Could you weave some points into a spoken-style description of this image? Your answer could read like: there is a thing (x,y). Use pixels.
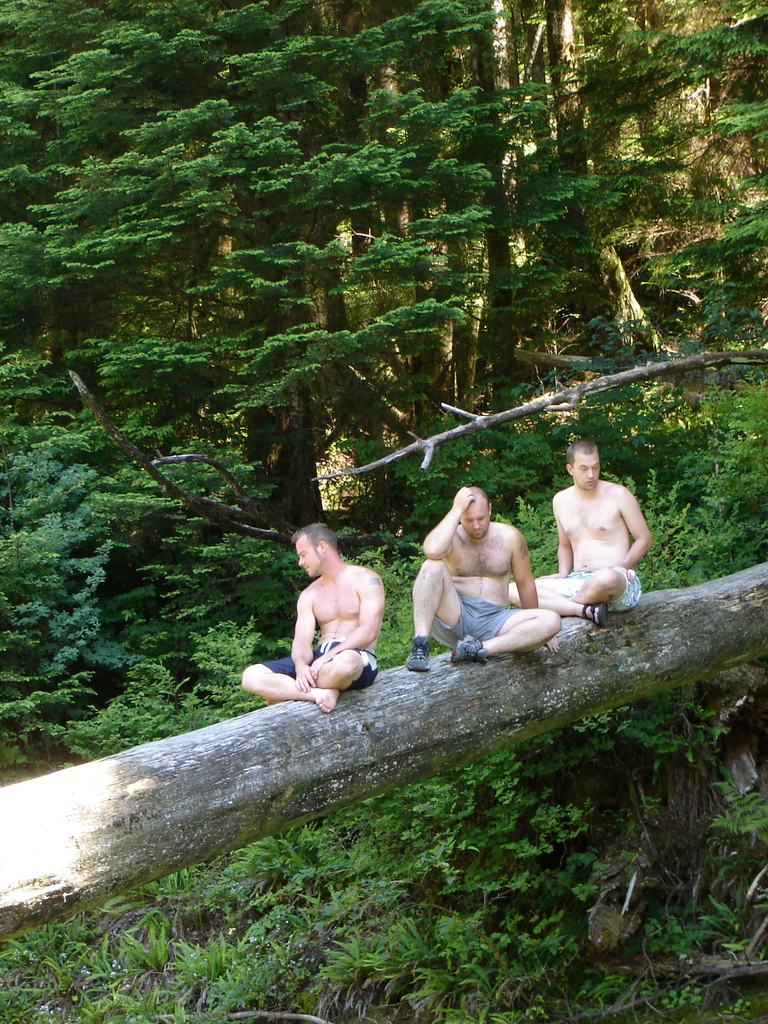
In the middle of the picture (502,676) there is a trunk (274,767) of a tree (451,693), on the trunk (291,725) we can see three persons (461,608) sitting. At the bottom (264,921) there are plants (449,876). In the background (415,389) there are trees (303,432).
